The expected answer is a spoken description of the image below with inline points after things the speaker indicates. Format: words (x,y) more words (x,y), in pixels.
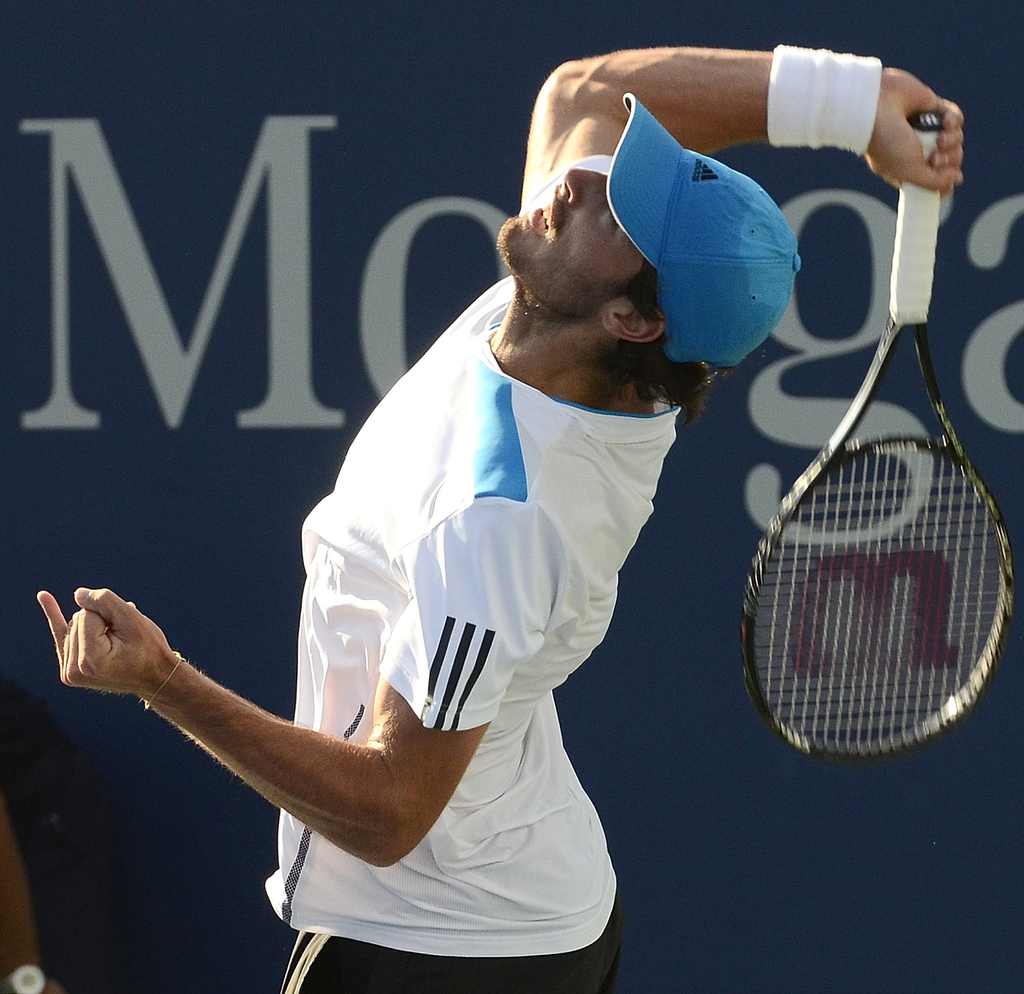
In this image I see a man (408,381) who is wearing a cap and holding a racket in his hand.
